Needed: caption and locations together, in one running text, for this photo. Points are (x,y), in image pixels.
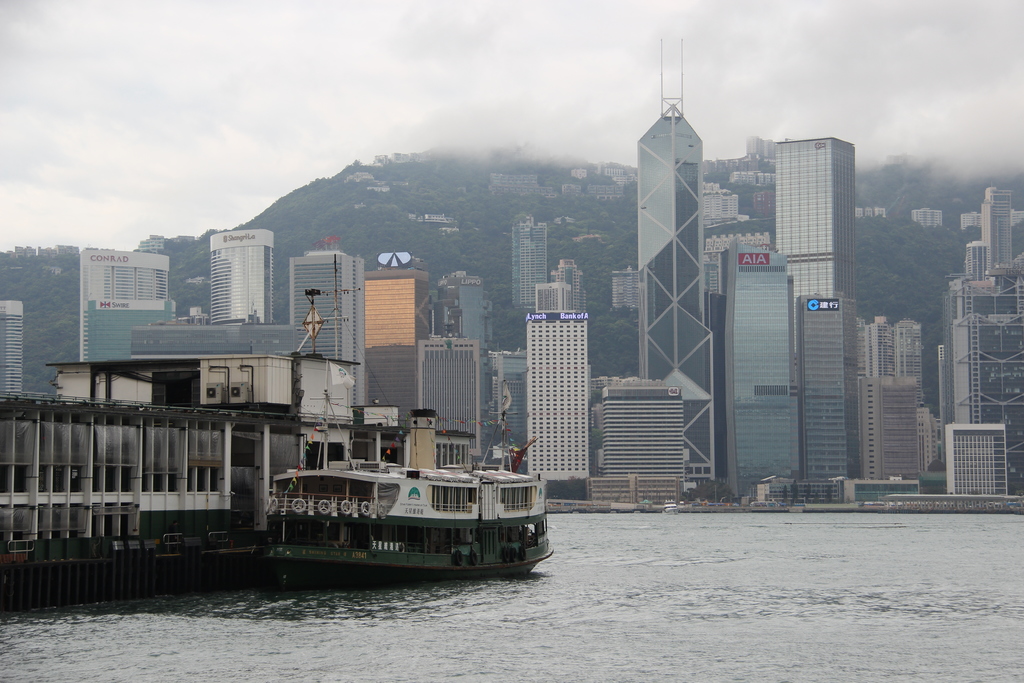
This picture shows few buildings (1023,423) and trees (289,214) and we see a ship (355,569) in the water (656,668) and we see a cloudy sky (149,126).
